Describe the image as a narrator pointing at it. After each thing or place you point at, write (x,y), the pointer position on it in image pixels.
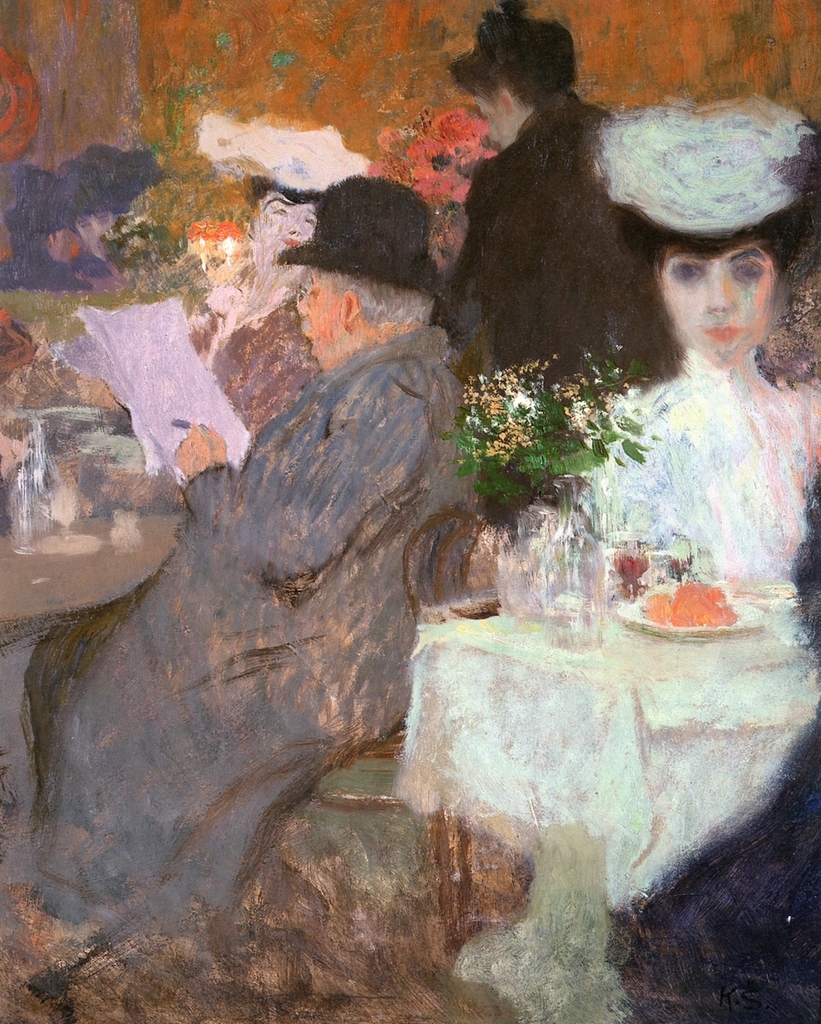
This is a painting. There is a man (402,587) sitting and holding the paper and there are two people (750,468) sitting and there is a person (564,28) standing. There are glasses (123,535), plates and objects (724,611) on the tables (680,710) and there is food (664,601) on the plate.
